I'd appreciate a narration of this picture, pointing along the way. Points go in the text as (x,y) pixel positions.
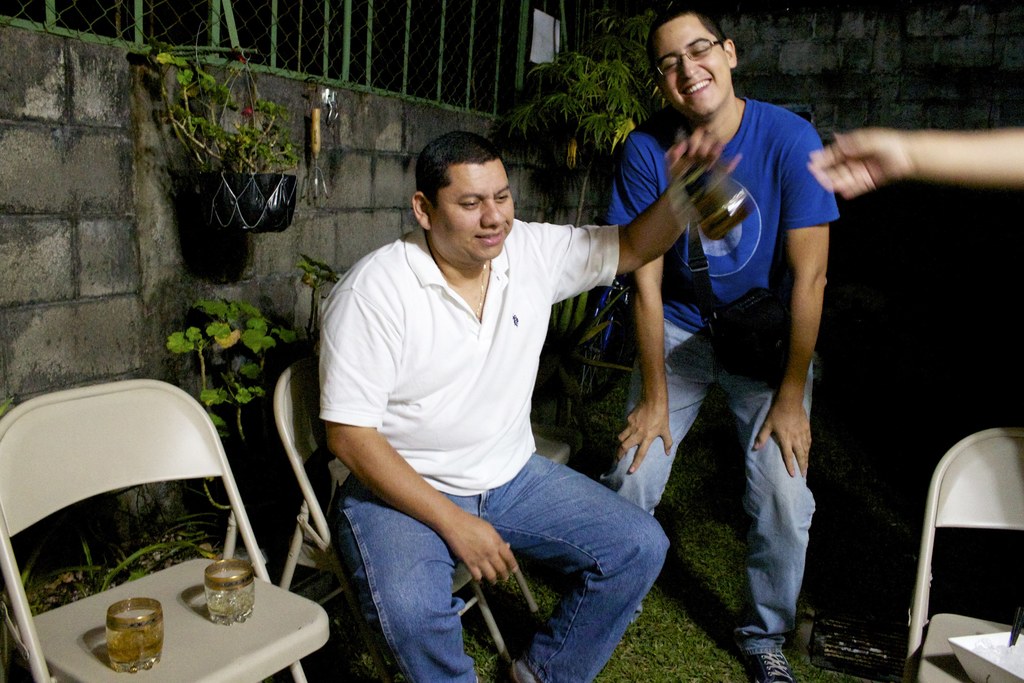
In this image there is a man (424,379) sitting in chair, another man (670,407) standing and smiling beside him, at the back ground (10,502) there are chairs (998,527), glasses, plants (605,53), net (362,79), tree (600,65), iron grills (469,67), grass (660,593).
